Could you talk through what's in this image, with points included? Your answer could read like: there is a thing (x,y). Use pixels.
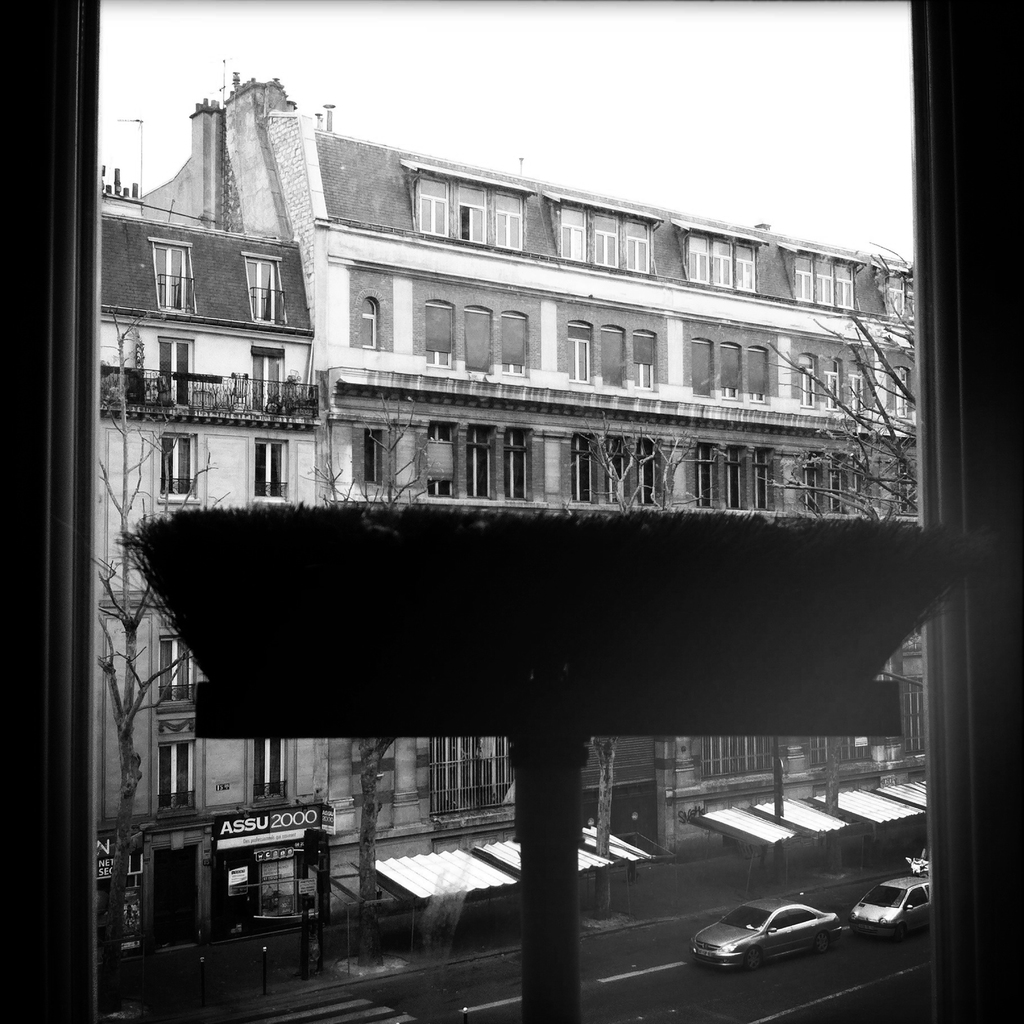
In this black and white picture there is a window (1004,65). Before it there is a broomstick (474,643). From the window (674,843) few vehicles (725,918) on the road (691,959), few trees (362,934) on the pavement (428,948), behind there is a building (497,408), top of it there is sky (552,97) are visible.
